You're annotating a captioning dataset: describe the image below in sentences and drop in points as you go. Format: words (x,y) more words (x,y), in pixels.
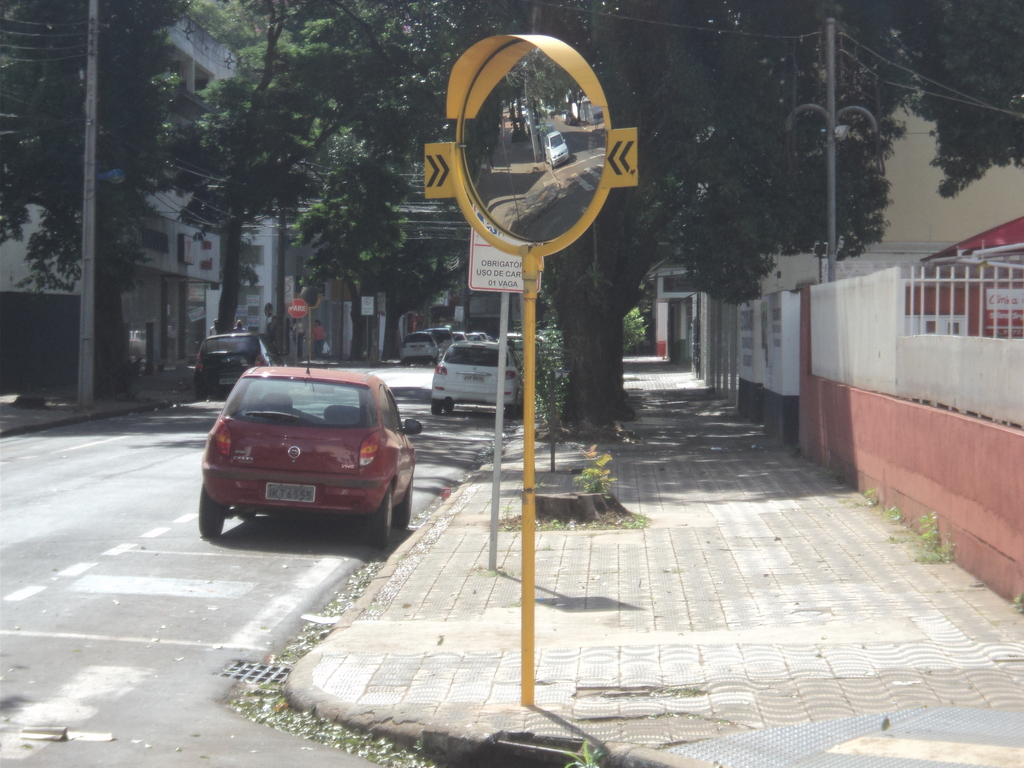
In this image, we can see vehicles (248,458) on the road (244,599) and in the background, there are people (321,335). In the background (339,131), there are trees (769,122), buildings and we can see boards (489,288) and there are railings (912,298) and we can see poles (528,364) along with wires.
